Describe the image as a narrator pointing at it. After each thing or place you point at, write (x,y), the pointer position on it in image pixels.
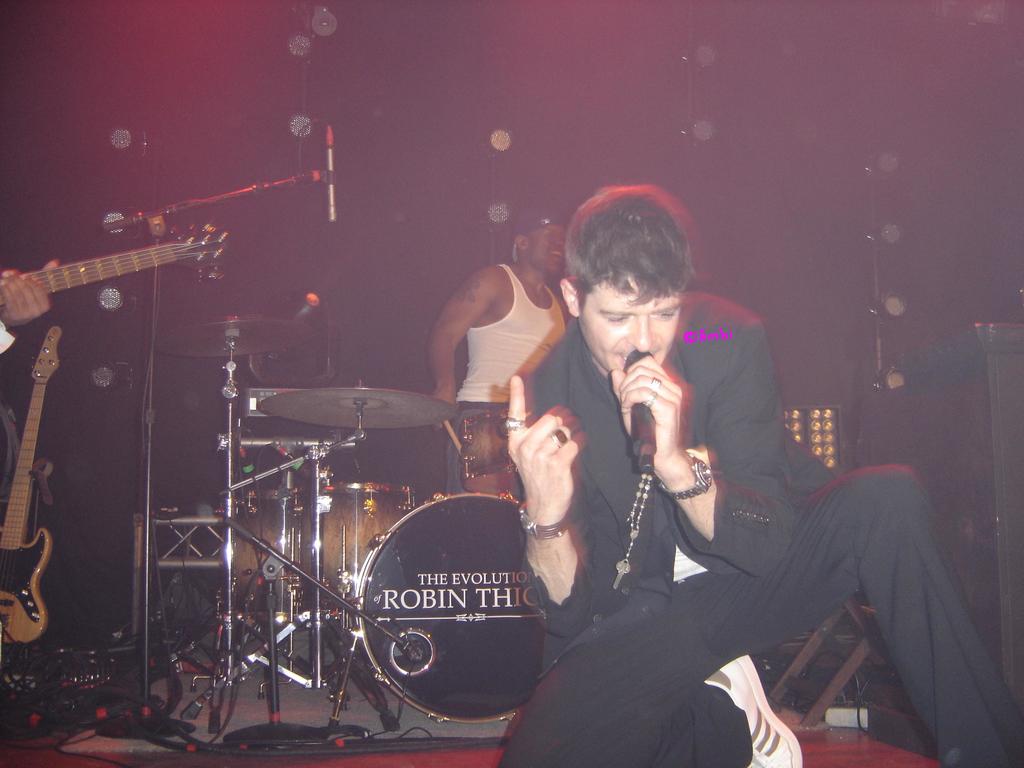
In the foreground (583,383) I can see a person (561,471) is holding a mike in hand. In the background (488,386) I can see two persons (480,325) are playing musical instruments (225,246) on the stage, text (428,574), lights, metal stands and dark color. This image is taken may be on the stage (98,736).
